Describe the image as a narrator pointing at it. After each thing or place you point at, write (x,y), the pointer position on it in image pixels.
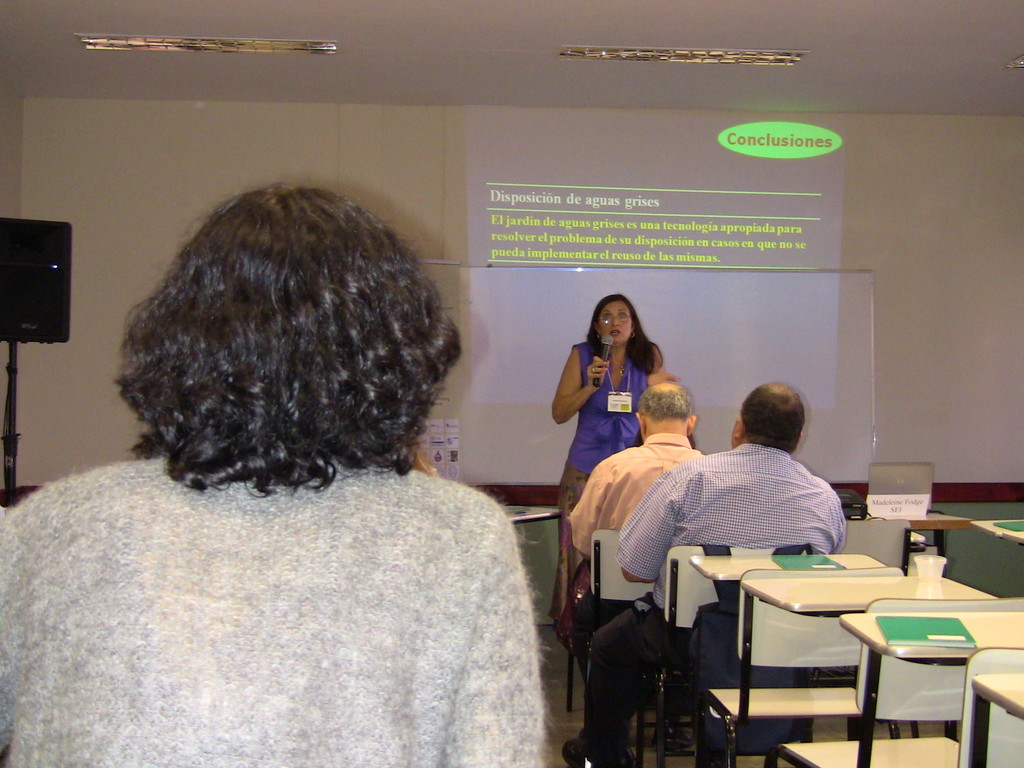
In this image I can see few people (783,475) are sitting on chairs (600,565) and a woman (591,425) is standing. I can also see she is holding a mic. In the background (481,314) I can see a projector screen (478,130) on wall (458,156).
